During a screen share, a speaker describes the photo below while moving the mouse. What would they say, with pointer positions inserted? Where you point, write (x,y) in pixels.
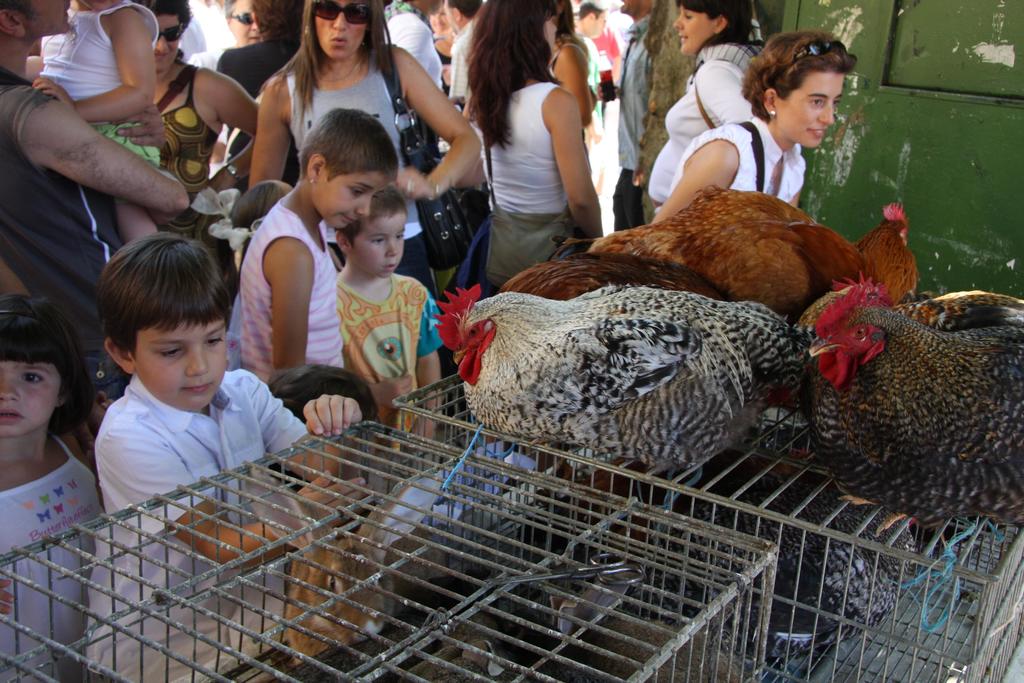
In this image at the bottom (464,558) there are some cages (554,458), and on the cages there are some hens (784,327). And in the background (423,83) there are some people (338,81) standing, and also there are some children (202,316). And on the right side of the image (940,103) there is one door (932,102) and some of them are wearing handbags (419,126).
